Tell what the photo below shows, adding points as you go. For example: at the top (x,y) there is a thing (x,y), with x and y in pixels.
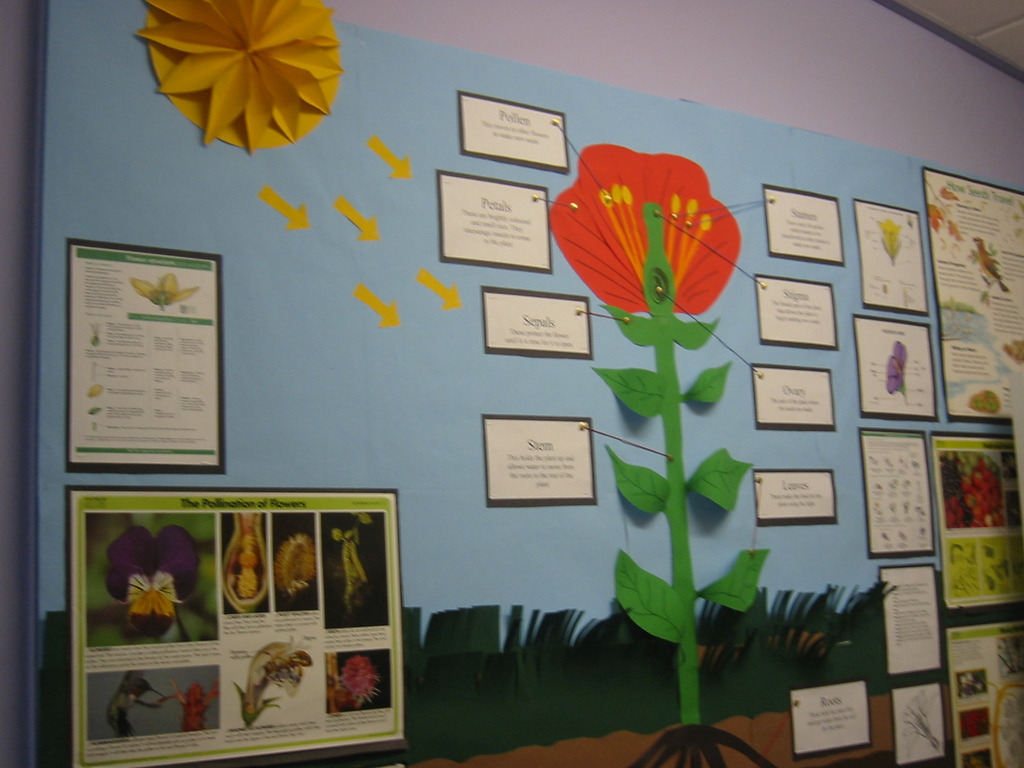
In this image in the center (637,362) there is one chart (689,615), on the chart (259,199) there are some flowers (675,395) and some text (929,640) and in the background (883,43) there is a wall (678,68).
